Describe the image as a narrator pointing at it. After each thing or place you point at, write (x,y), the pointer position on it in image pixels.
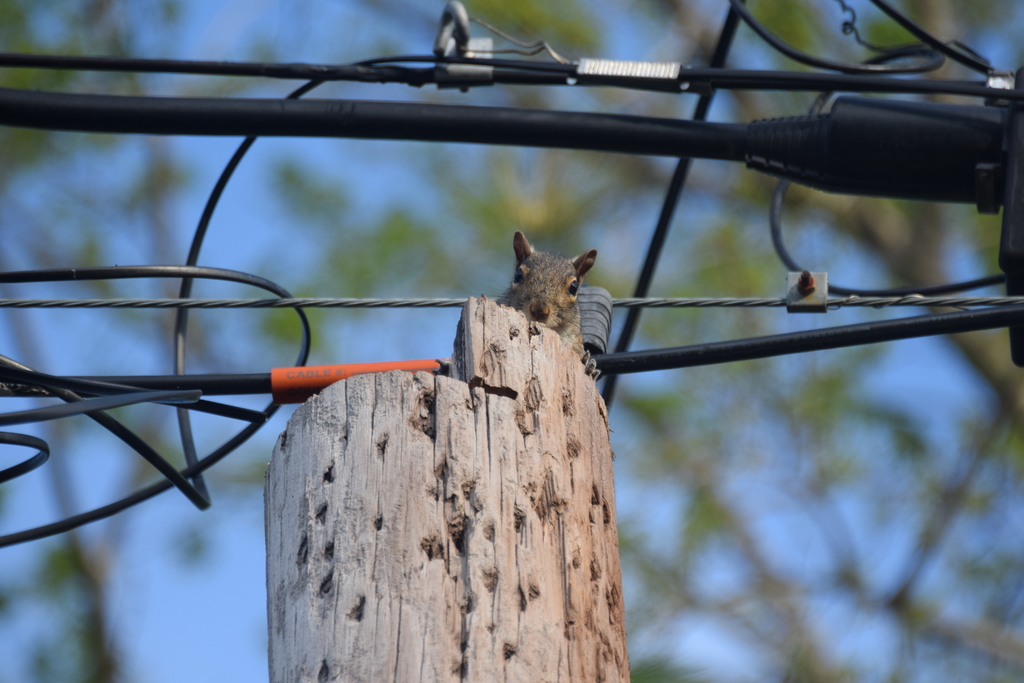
In this picture there is a squirrel (546,319) on wooden object (515,363) and we can see cables (654,297). In the background of the image (865,446) it is blurry and we can see the sky (909,372).
